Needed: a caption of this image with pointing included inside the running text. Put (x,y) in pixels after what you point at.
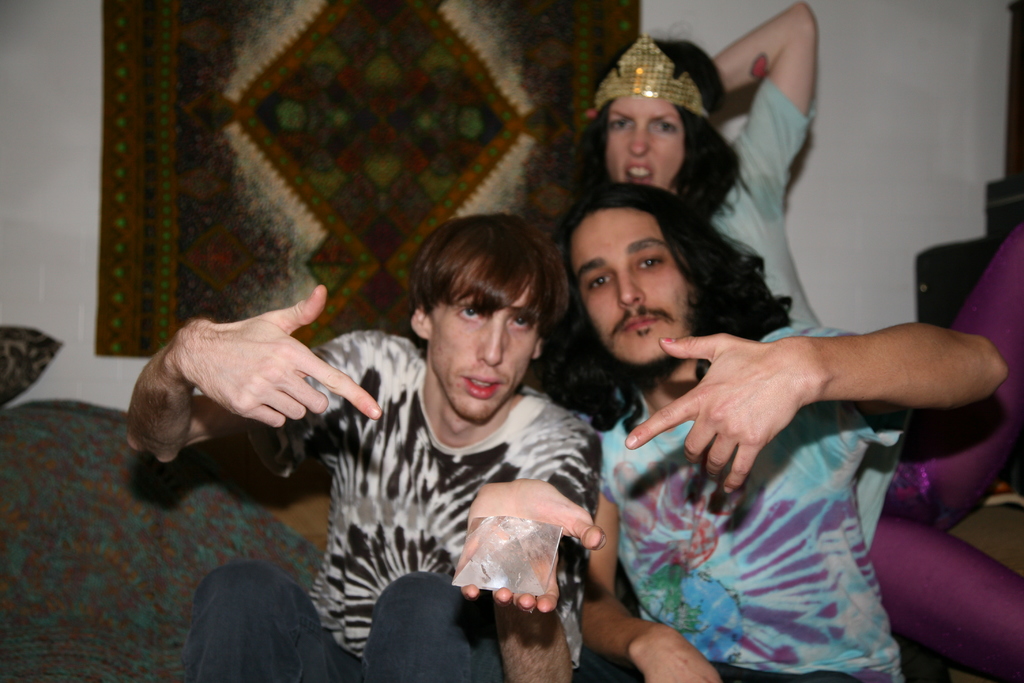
Here we can see three persons (685,530) are posing to a camera. There are pillows (14,335). In the background (151,311) we can see wall (40,90) and cloth (433,109).
